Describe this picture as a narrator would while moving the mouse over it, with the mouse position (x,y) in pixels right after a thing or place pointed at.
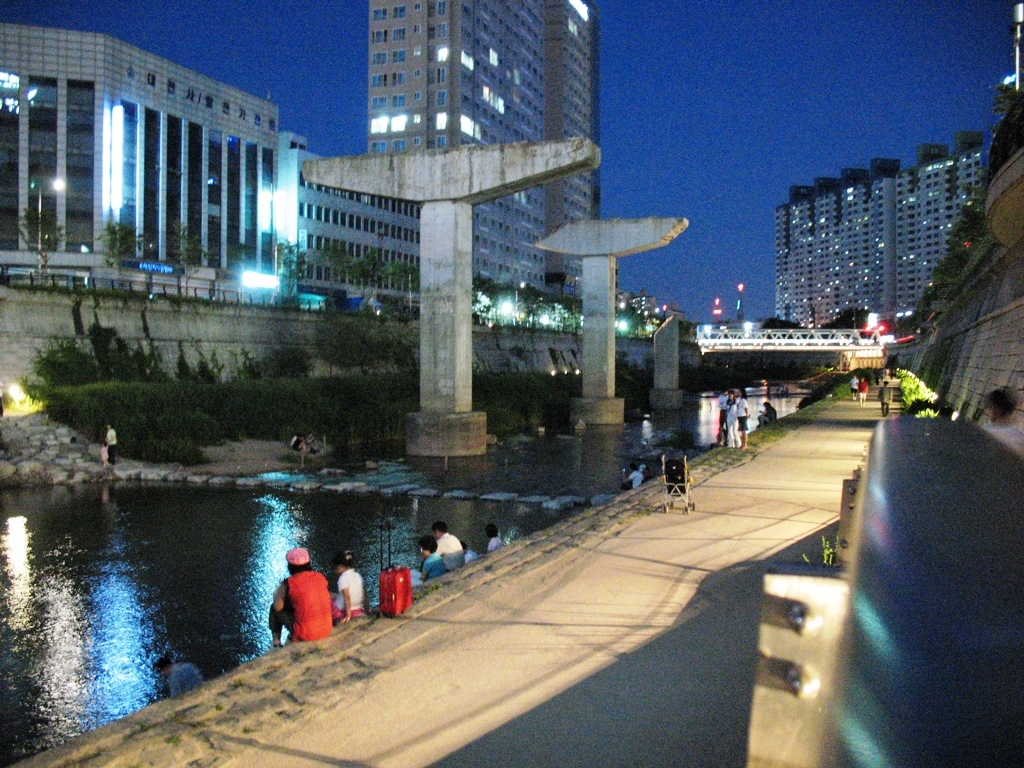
There are few people (443,562) sitting in the left corner (313,613) and there are water (222,544) in front of them and there are buildings (799,259) in the background (543,229).
